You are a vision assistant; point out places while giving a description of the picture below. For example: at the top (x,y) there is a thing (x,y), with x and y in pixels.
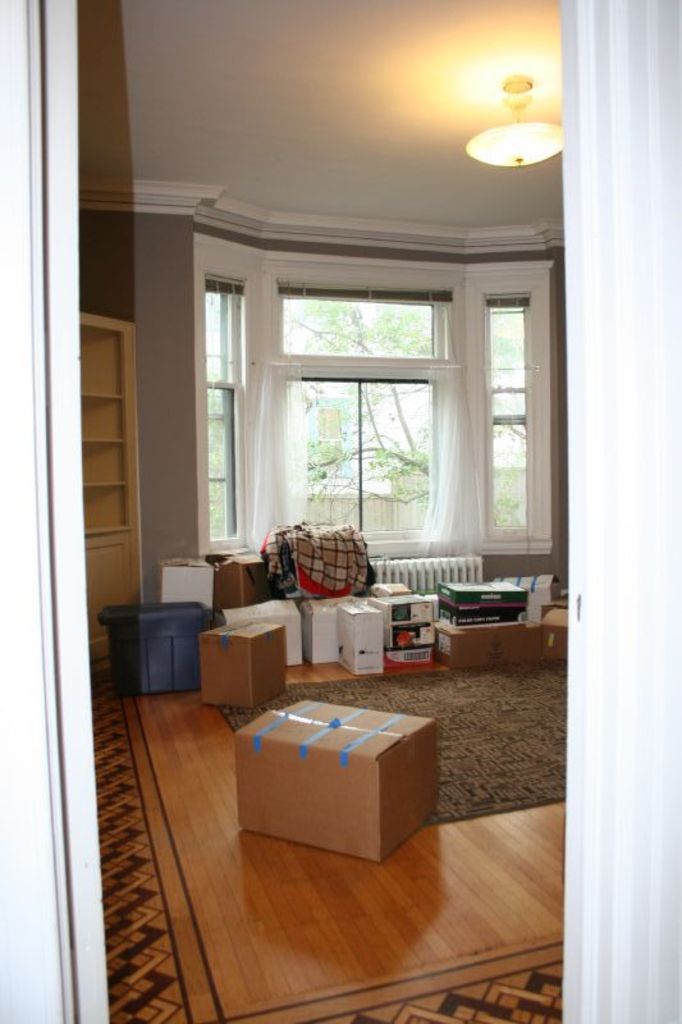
This is a picture of a room (410,592). At the bottom (487,895) it is floor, on the floor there are boxes (331,731) and mat (421,676). In the background (290,410) there are windows (382,372) and curtain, outside the window (366,399) there are trees (392,389). At the top (521,138) to the ceiling (542,109) there is light (507,146). On the left (111,467) there is a closet (113,485). In the foreground (54,406) it is door (634,530).
